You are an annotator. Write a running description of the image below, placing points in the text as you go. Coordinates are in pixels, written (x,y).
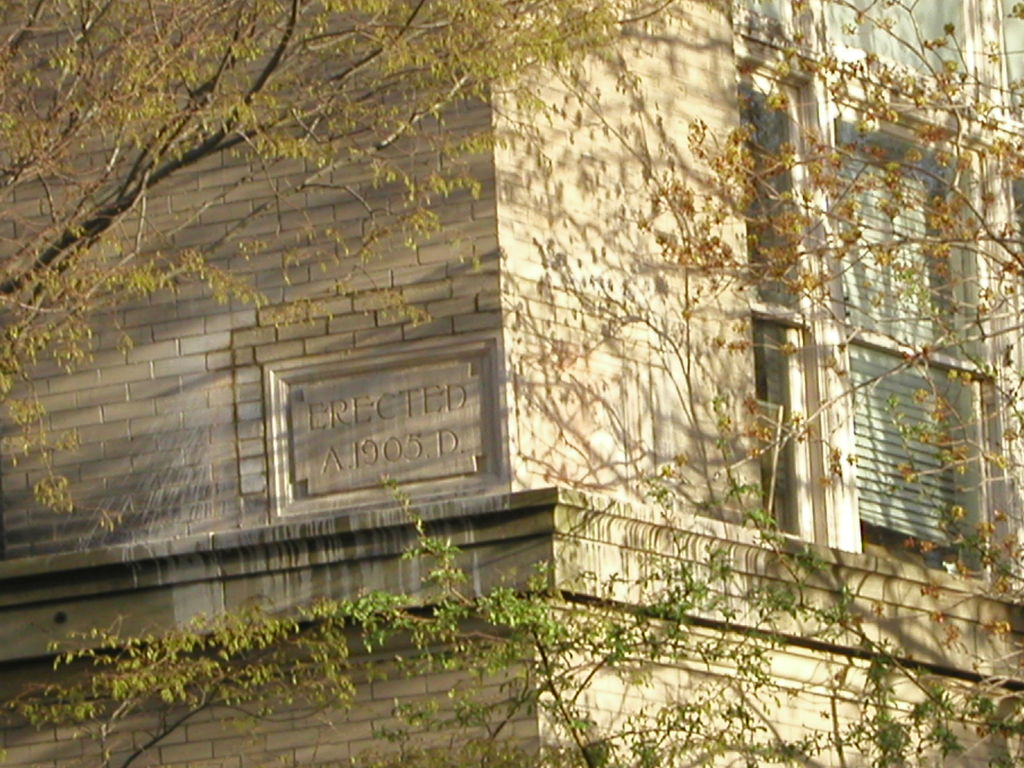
In this image, we can see a building (347,466) with some text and the window blind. There are a few trees (533,5).
